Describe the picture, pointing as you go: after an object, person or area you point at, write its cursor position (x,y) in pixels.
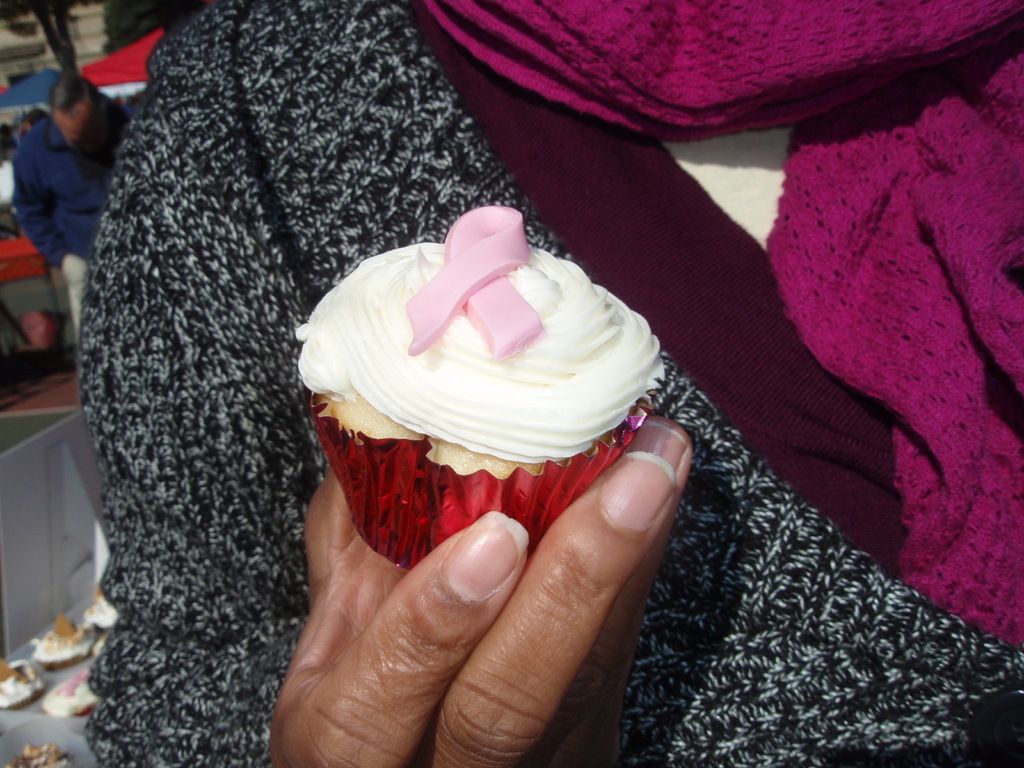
In this picture we can see a person (831,703) holding a cup cake (338,373) with hand (609,509) and in the background (48,143) we can see a man (44,184) standing, umbrellas (95,64), trees (115,14), cup cakes (55,755).
